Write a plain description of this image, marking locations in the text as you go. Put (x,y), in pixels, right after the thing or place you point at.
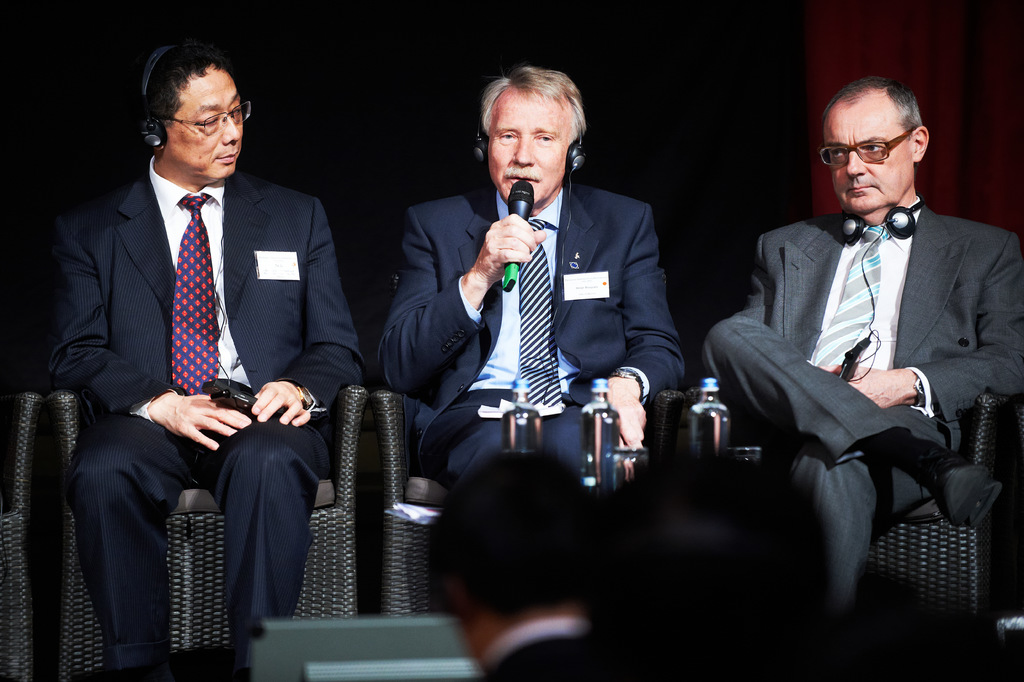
In this picture we can see three people (332,300) sitting on chairs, they are wearing headphones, one person (597,342) is holding a mic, two people (238,249) are holding objects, in front of them we can see bottles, people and some objects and in the background (677,286) we can see it is dark.
